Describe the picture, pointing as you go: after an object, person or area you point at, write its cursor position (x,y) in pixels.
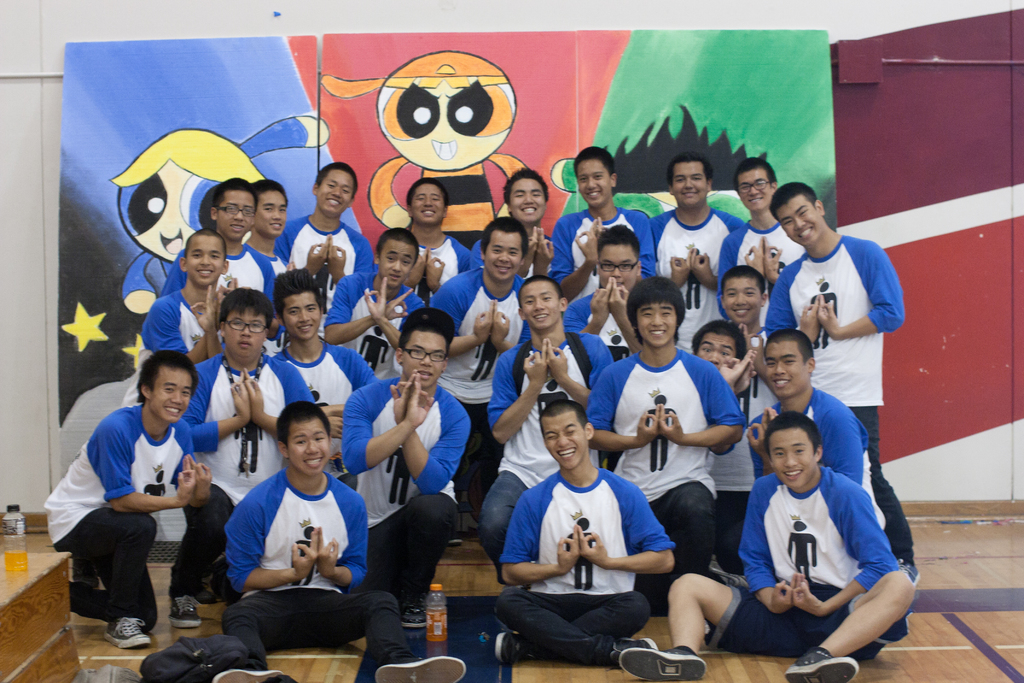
These group of people (653,259) wore same t-shirts (248,535) and smiling. These are bottles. In-front of this wall (443,12) there are boards (270,121). On these boards (316,121) there are pictures (593,145) of powerpuff girls (430,131).
